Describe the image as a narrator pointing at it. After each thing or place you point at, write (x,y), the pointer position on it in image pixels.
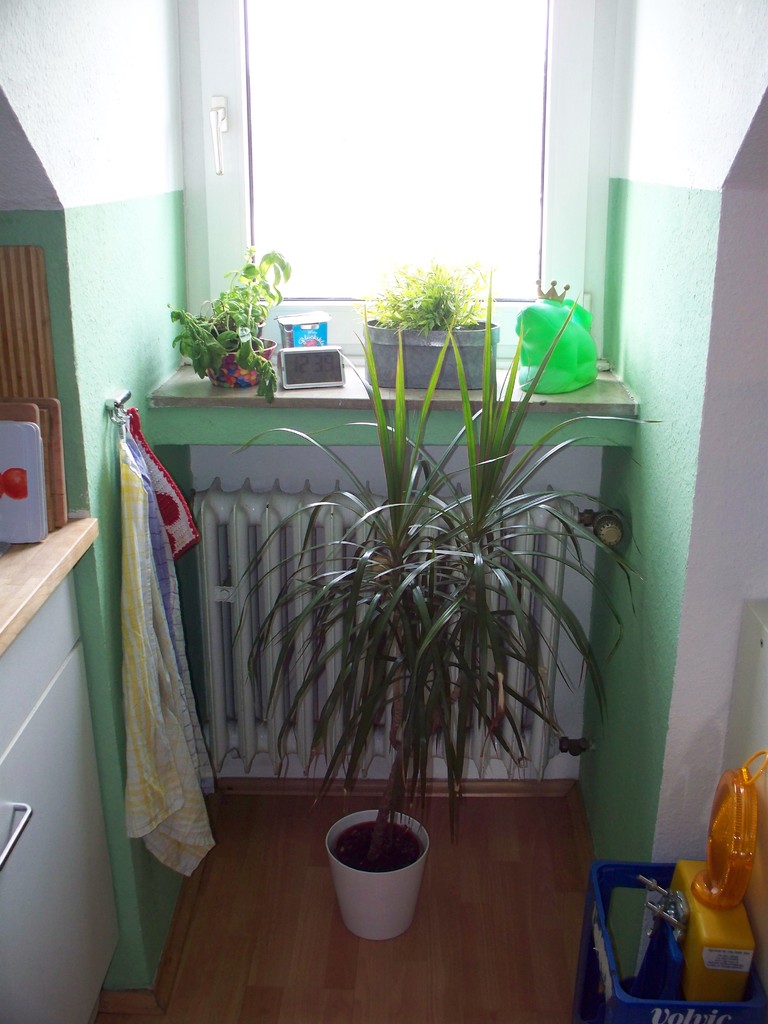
In this image we can see a table (204,402), here are the flower pots (408,302), here is the window (374,256), here is the cloth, here is the plant (418,614), here is the wall (125,170).
